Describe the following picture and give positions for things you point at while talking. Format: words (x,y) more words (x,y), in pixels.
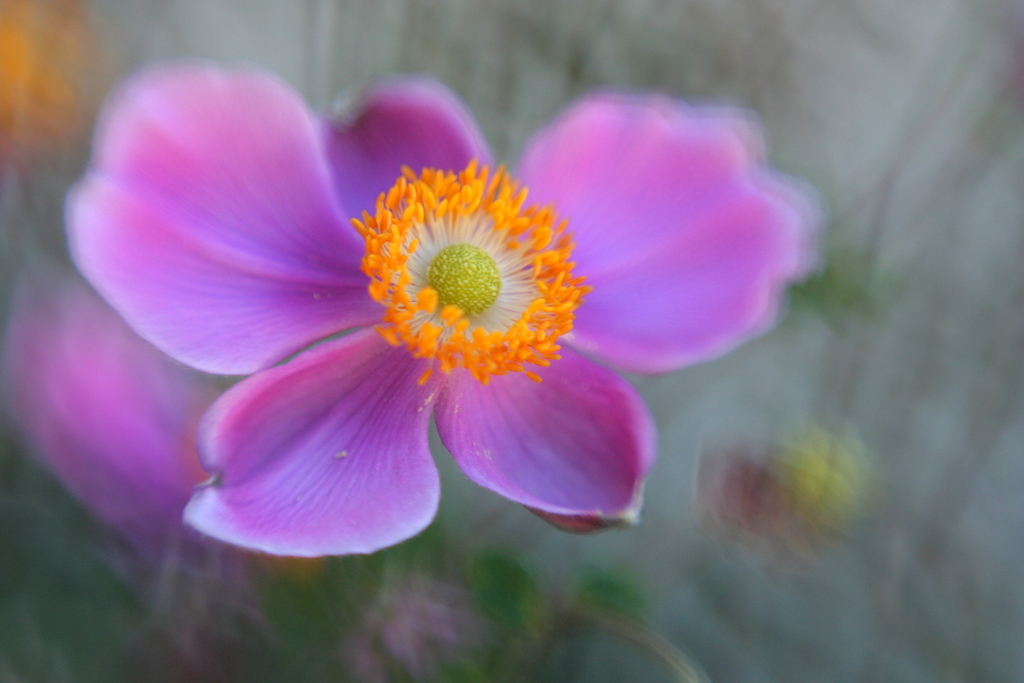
In the picture I can see a flower (348,320) which is purple in color. The background of the image (993,54) is blurred.
